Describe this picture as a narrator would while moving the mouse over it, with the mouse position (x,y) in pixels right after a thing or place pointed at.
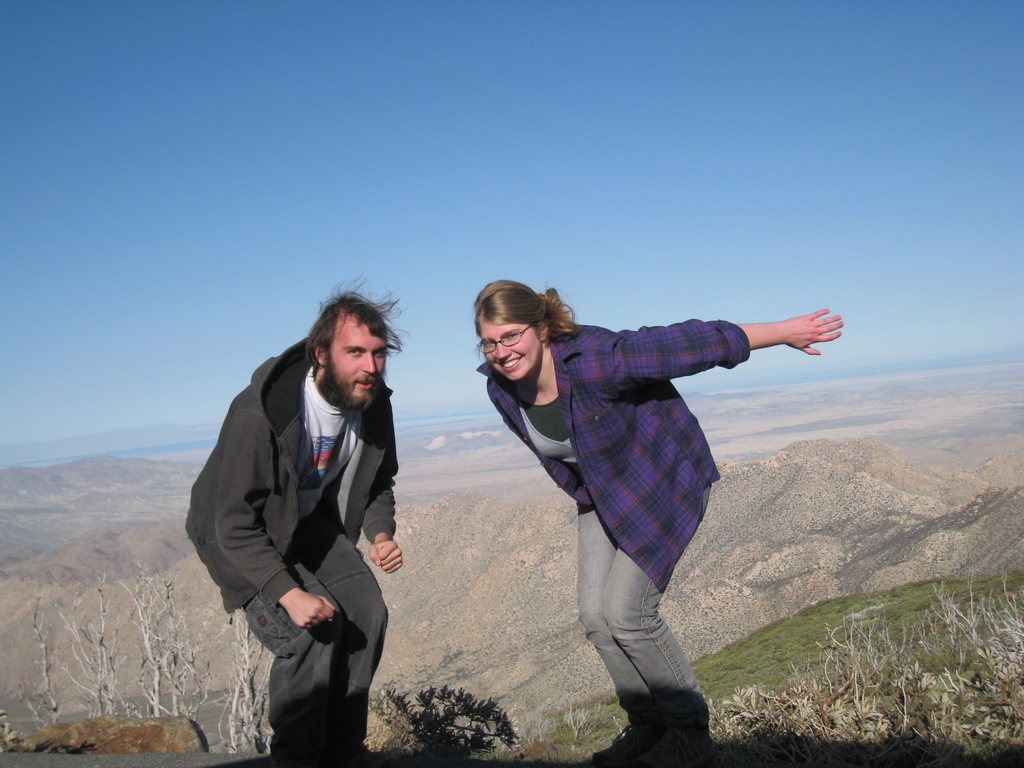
In this picture we can see a man (343,408) and woman (536,433), they both are smiling, and she wore spectacles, in the background (473,719) we can see few trees (100,650).
